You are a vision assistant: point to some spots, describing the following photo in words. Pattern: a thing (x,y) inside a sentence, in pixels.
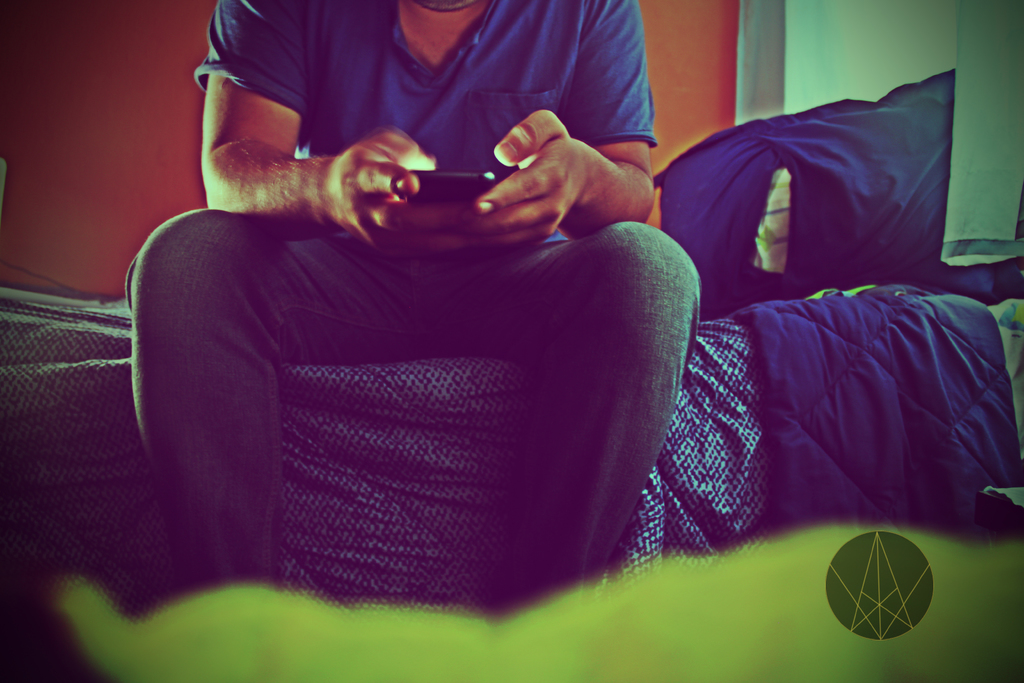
In this picture we can see a person (557,338) sitting, holding a mobile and in the background (706,121) we can see a wall (704,116).
